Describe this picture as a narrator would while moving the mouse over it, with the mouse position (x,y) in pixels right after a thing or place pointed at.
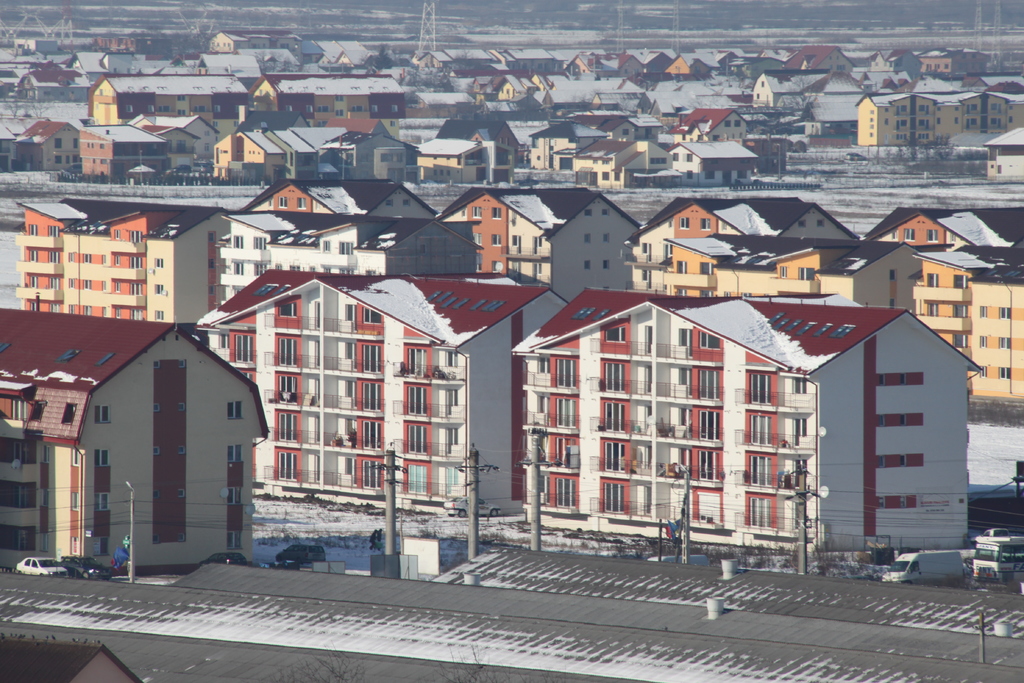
In the picture there are plenty of houses (270,285) and in the front (84,572) line there are two cars (68,563) parked in front of the building (173,509).
